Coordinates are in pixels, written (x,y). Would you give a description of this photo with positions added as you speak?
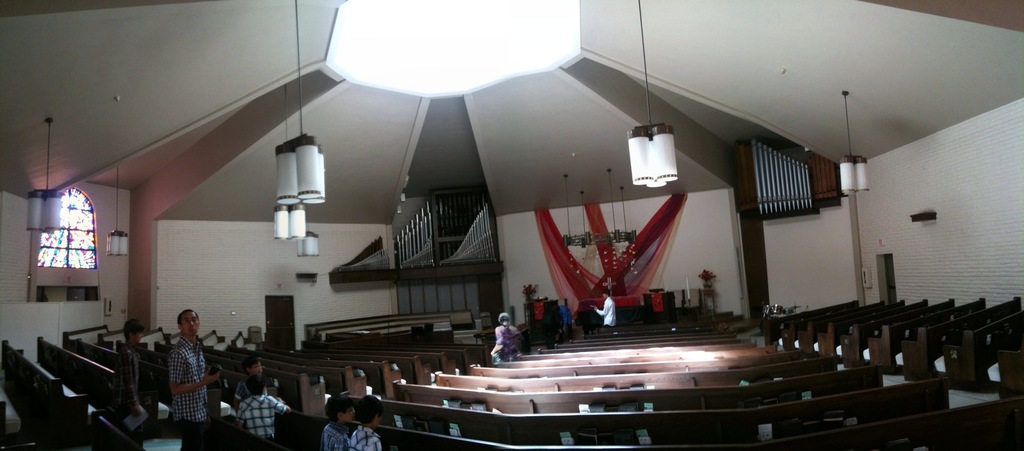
There are many people (265,387) in this room (380,337). Also there are benches (657,359). On the left side (76,242) there is a window (57,252). On the ceiling (233,176) there are hanging lights (280,193). In the back (575,274) there are tables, flower bouquets (523,290), candle (686,283), curtains (638,270). Also there are railings (433,247).
